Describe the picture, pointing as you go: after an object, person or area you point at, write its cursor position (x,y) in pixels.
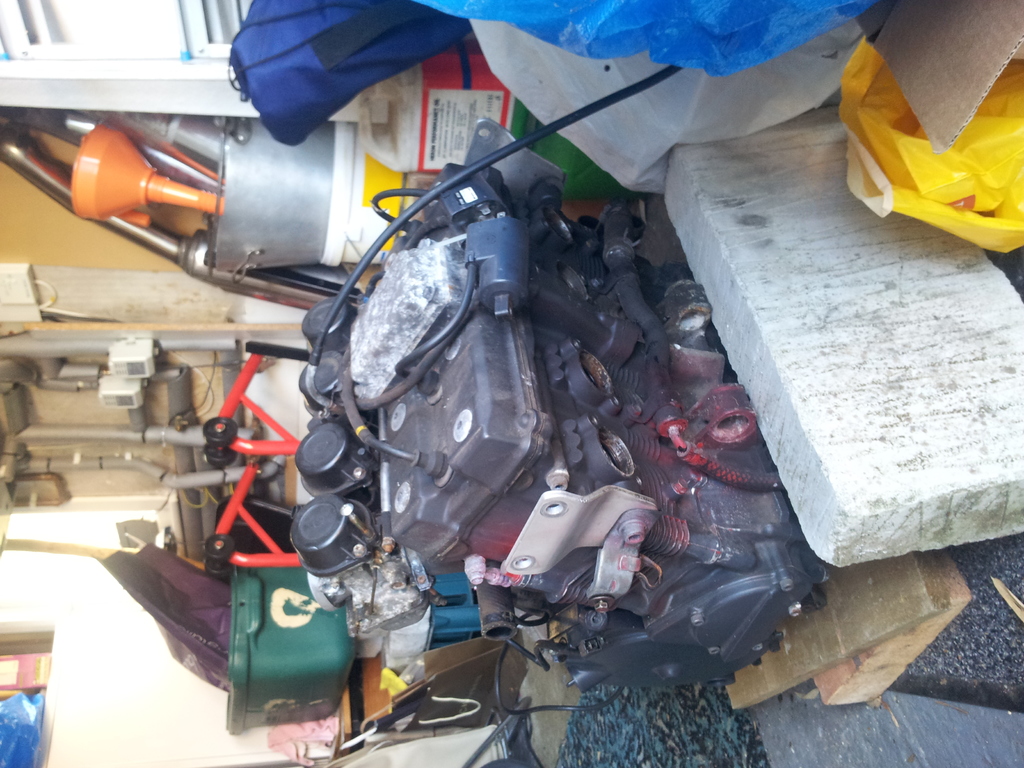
In the middle of the picture (475,411), we see the engine (523,367) of the vehicle (546,524). Beside that, we see a white color block (819,365), carpet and the wooden planks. At the top (711,59), we see the plastic bags (715,104) in white, yellow and blue cover (611,26). At the bottom (294,680), we see a green color box (301,654) is placed on the table (380,666). Beside that, we see a red stand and some other objects (434,673) are placed under the table (370,701). On the left side (289,188), we see buckets (316,141), funnel (195,204) and some objects (103,341). In the left bottom (104,645), we see a white wall (138,657).
